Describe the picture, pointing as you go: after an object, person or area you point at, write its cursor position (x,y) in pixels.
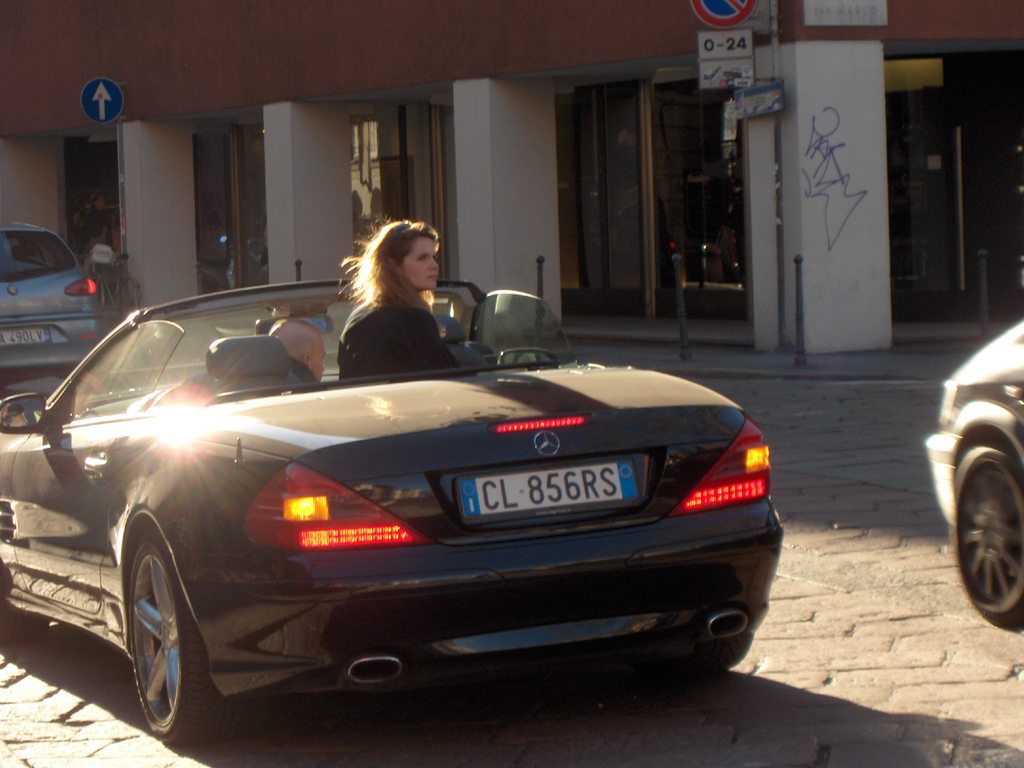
There is a woman (388,320) inside the car (498,428). These are the lights (698,483) and this is road (838,535). There is a building (787,155) and this is pillar (845,153). And this is board (742,42) and there are vehicles (244,360).
